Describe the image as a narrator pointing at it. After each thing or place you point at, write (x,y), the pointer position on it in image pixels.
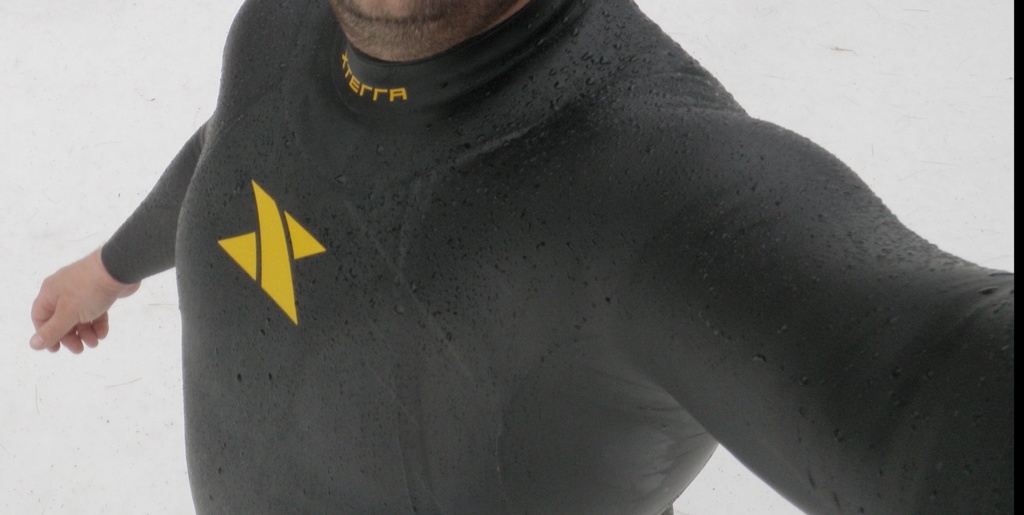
In this image there is a person (321,210) wearing a black top (422,259). Background (829,36) is in white color.
